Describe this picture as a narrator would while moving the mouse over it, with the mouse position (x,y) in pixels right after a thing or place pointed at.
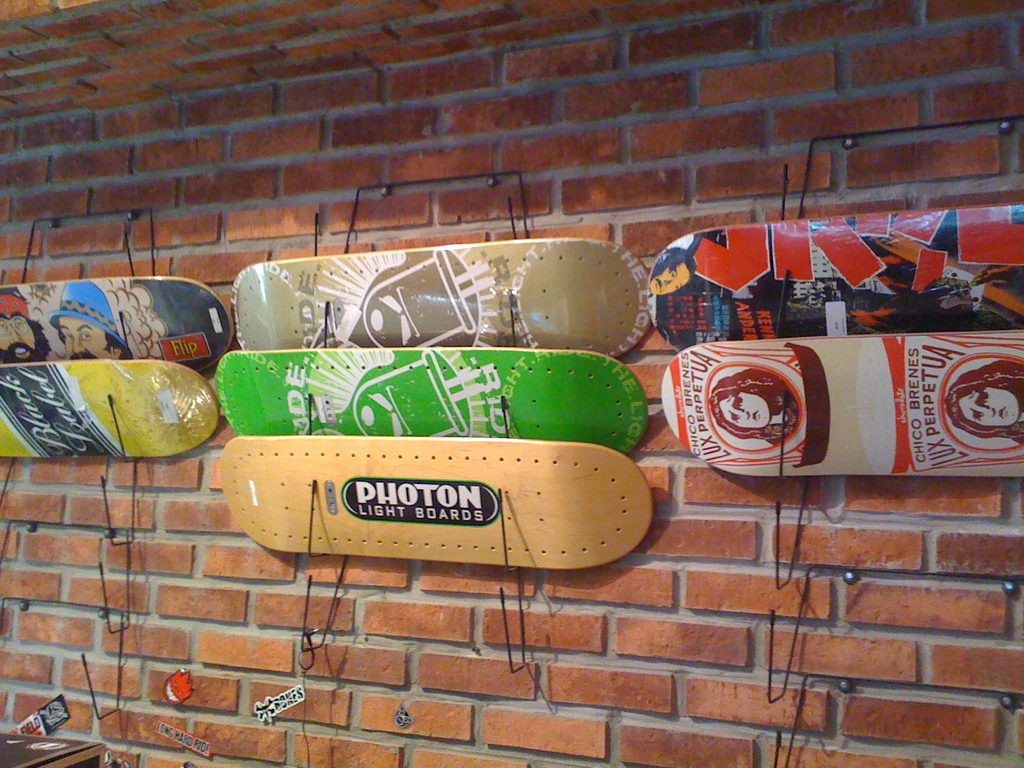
In this image, I can see boards (445,325) on a wall (671,729) and some objects (183,733). This image taken, maybe in a hall (702,642).
